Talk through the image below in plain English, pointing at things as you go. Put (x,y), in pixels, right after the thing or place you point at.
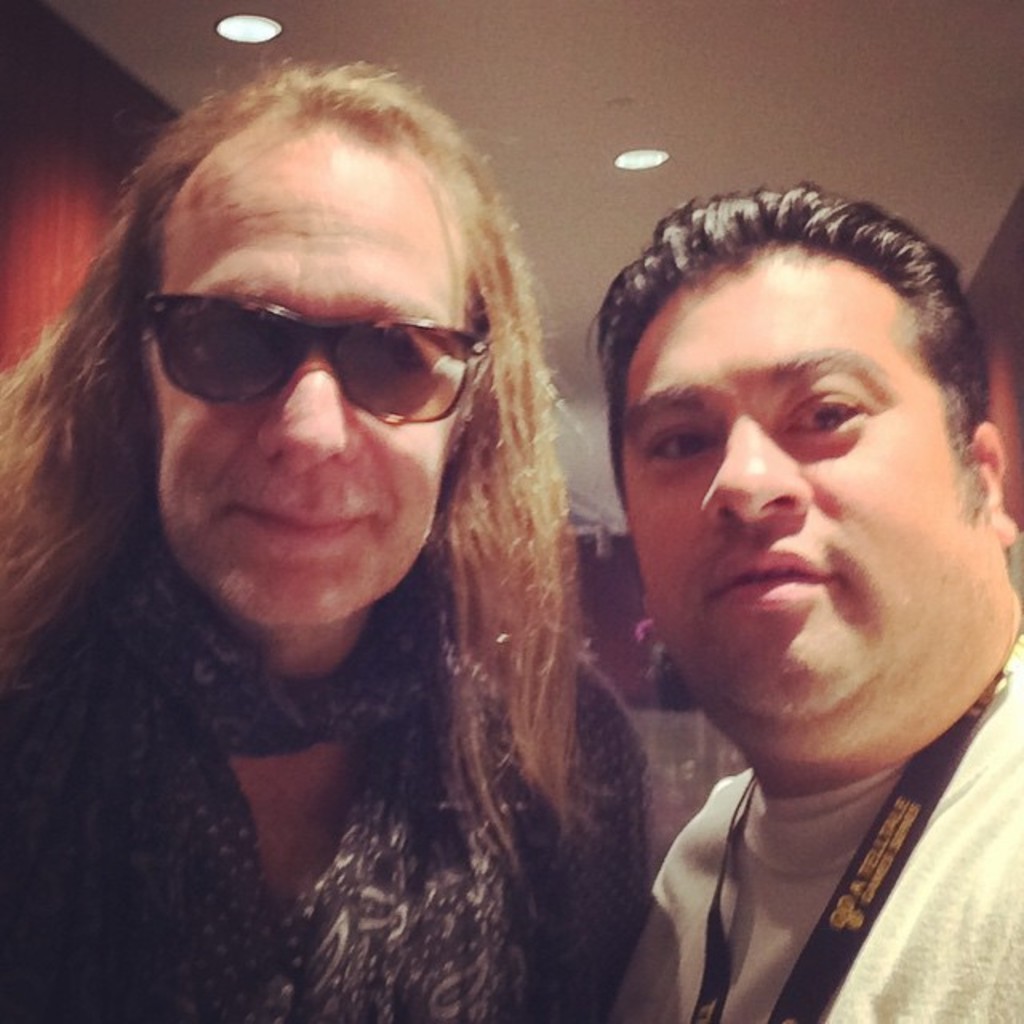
In this image I can see a person (266,777) wearing black colored dress (307,934) and goggles (270,367) and another person (800,560) wearing white colored dress (935,899). In the background (900,98) I can see the ceiling (918,93), few lights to the ceiling (810,124) and the brown colored wall (138,112).
